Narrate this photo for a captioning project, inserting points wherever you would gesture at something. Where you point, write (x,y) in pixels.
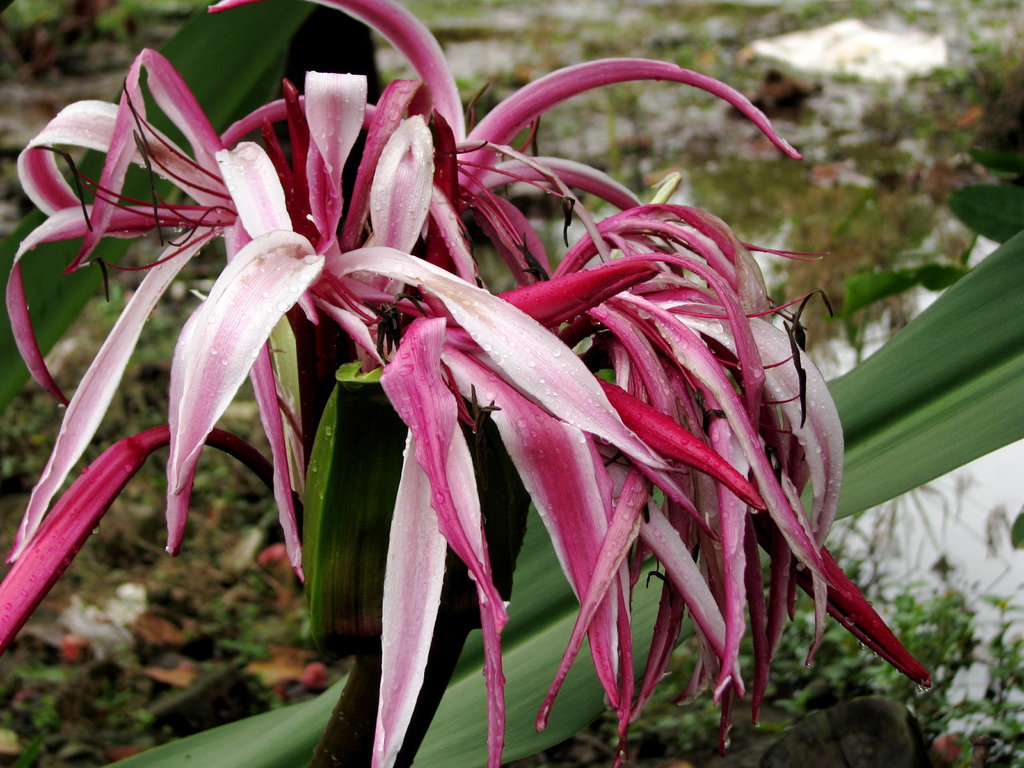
In the picture we can see a plant (489,758) on it we can see some pink color leaves (653,434) and under it we can see some grass (665,732) and water (919,509).
